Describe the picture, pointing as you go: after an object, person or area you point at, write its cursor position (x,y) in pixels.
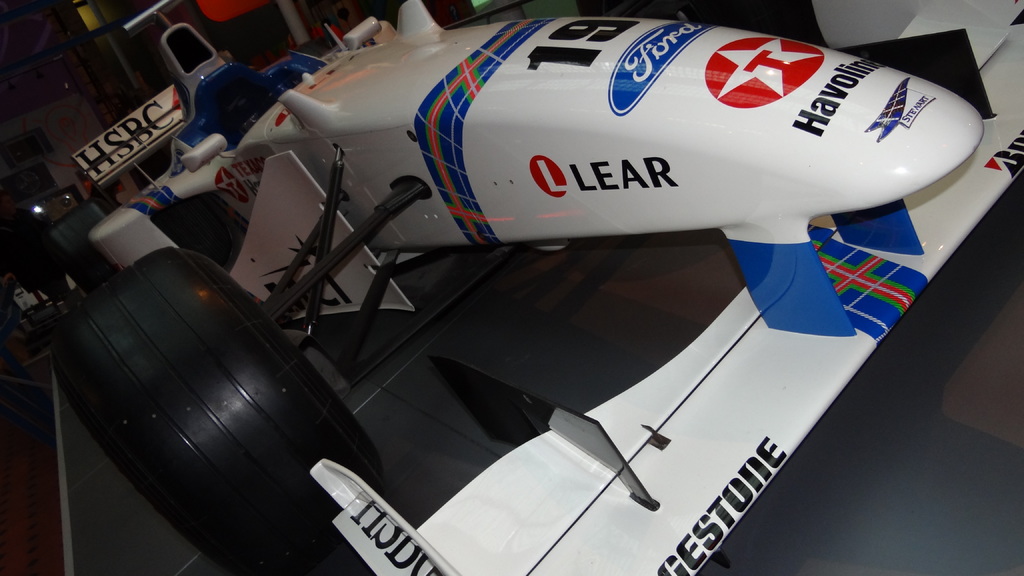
In this image there is a blue and white color Formula One race car (447,203) with a name board HSBC (165,129), and in the background (63,159) there are some objects (58,199).
